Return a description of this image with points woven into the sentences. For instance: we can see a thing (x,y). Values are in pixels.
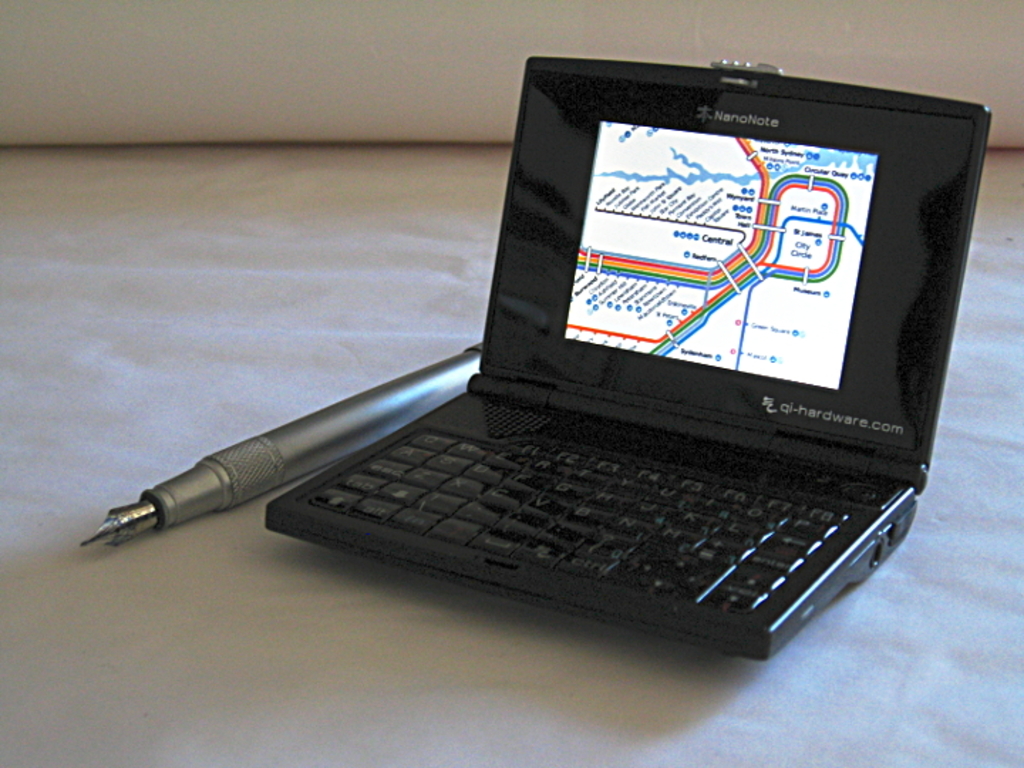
In this image, there is small black color laptop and there is a ash color pen (334,421) kept on a white color object (322,714).
